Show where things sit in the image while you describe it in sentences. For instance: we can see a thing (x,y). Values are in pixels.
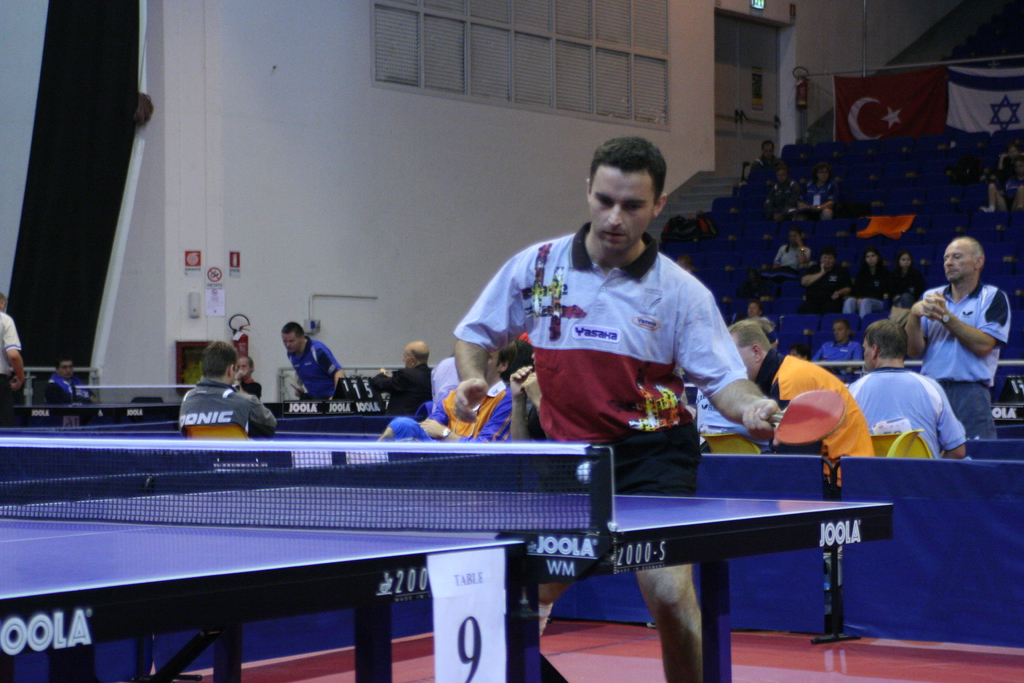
In the given image we can see person (571,340) playing table tennis and the audience (777,271) are encouraging. This is a court (283,544), net (329,516) and a bat (812,415). This is a flag (970,111) of a country.
